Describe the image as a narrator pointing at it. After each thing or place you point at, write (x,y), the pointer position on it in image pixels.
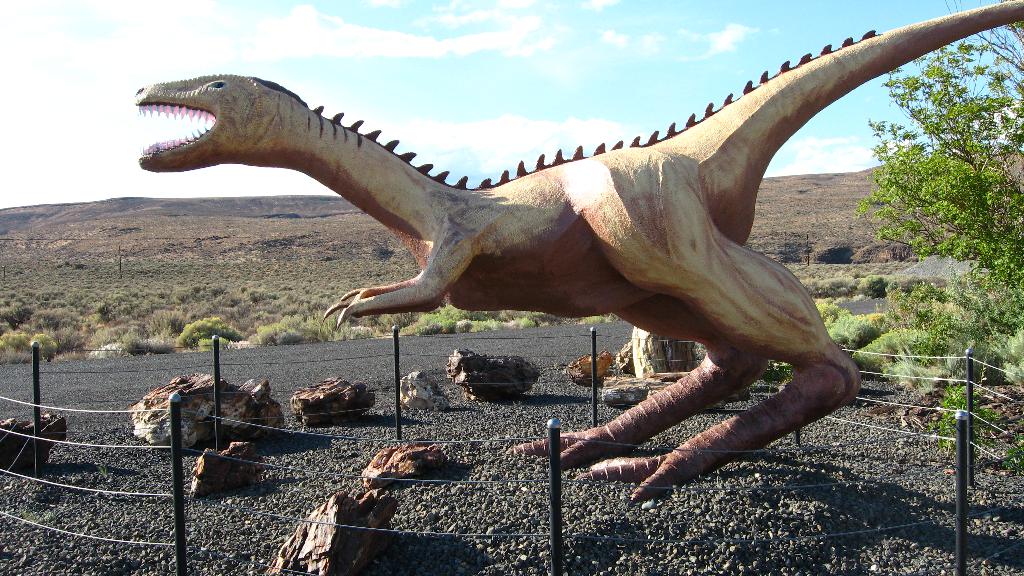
In this picture we can see a statue of a dinosaur (653,412) and few objects (585,375) on the ground (671,433) and in the background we can see trees (978,367) and the sky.
